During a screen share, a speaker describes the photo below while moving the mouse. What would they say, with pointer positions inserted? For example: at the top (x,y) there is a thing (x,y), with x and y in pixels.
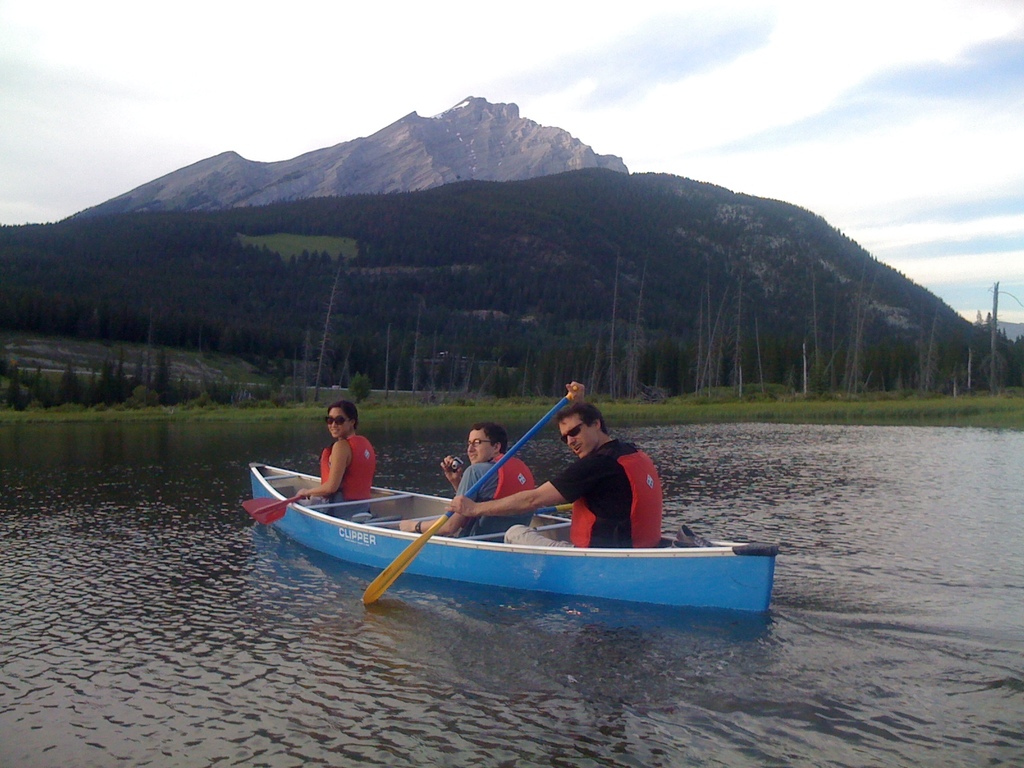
In this image we can see there are three people (362,447) sitting on the boat (500,553), which is on the water (506,691). In the background (248,363) there are some trees (891,361), mountains (438,223) and sky (751,158).
